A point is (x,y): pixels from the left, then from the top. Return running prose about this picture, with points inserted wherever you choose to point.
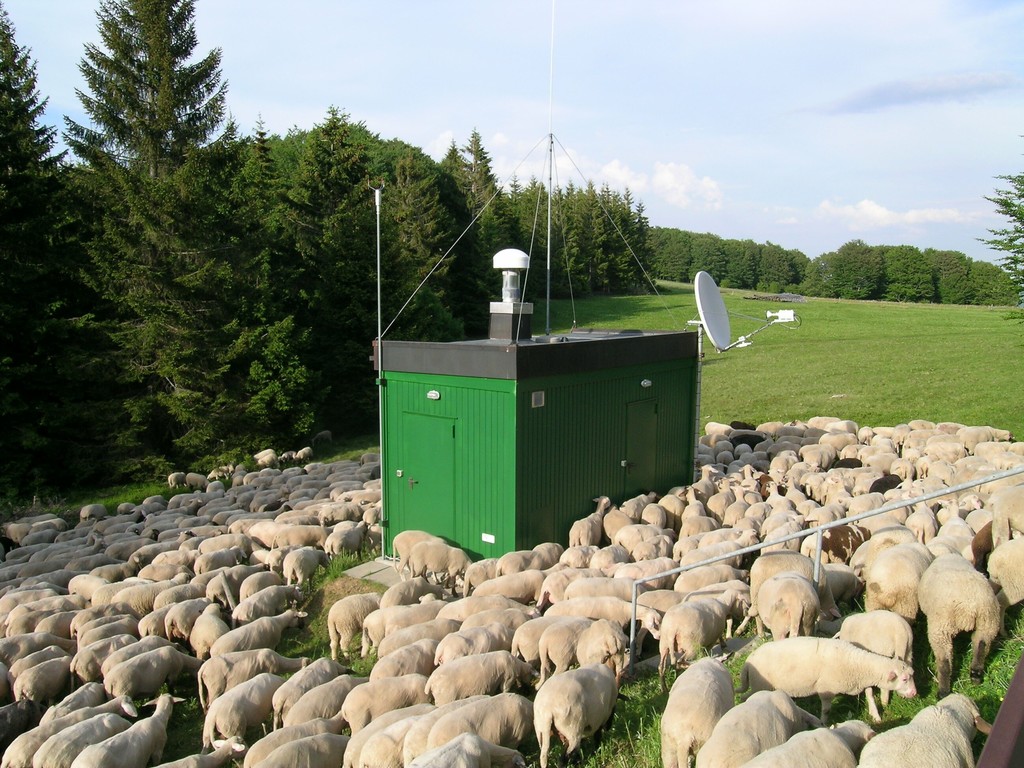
In this image I can see a box like device (515,424) in the center of the image (554,405) with an antenna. I can see sheep (23,552) on the ground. I can see trees (970,258) in the center of the image (367,283) behind the box (664,390). At the top of the image (984,256) I can see the sky (486,71).
